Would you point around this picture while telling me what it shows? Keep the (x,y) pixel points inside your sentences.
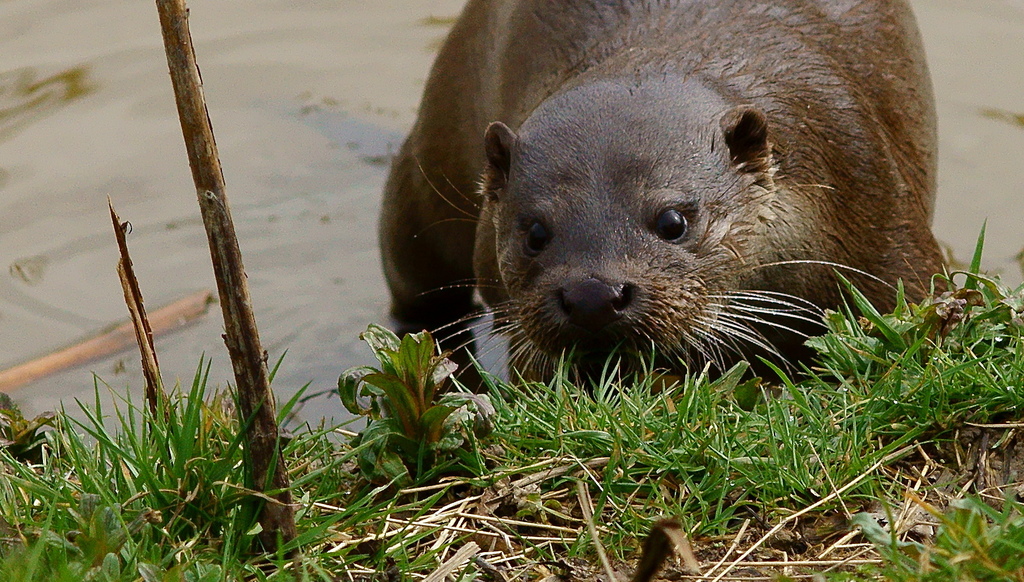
In this image I can see an animal (684,180) in the water (129,368), stick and grass (641,426). This image is taken may be near the lake (214,72).
